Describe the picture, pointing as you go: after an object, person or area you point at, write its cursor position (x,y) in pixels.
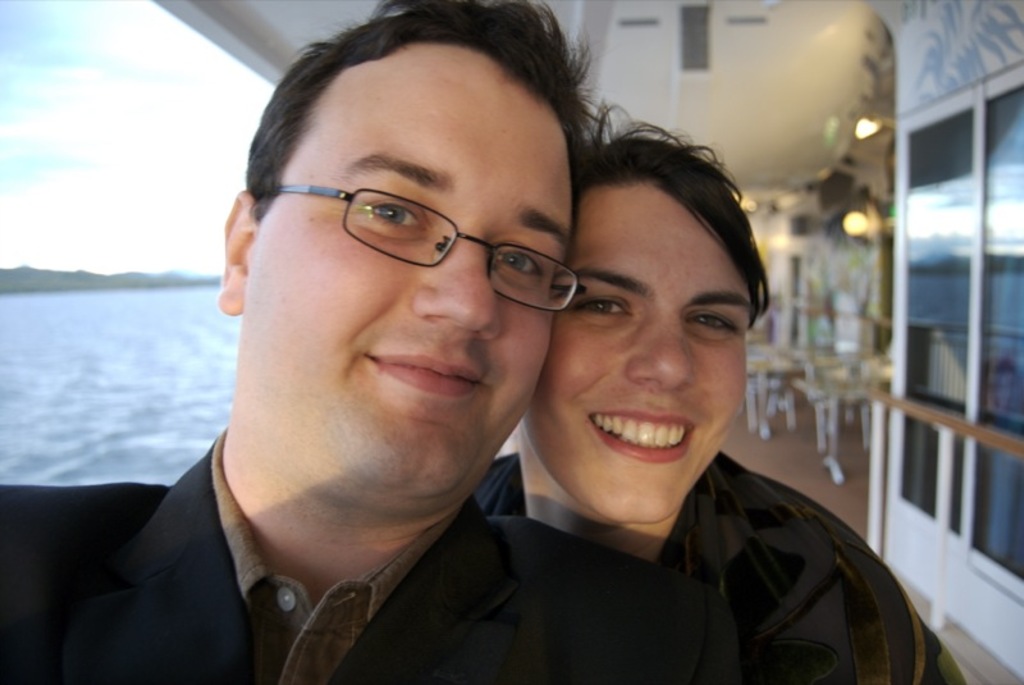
In this image we can see two persons (467,482). One person (372,343) is wearing specs (361,240). On the right side (945,235) there are glass walls (945,288). In the background (831,343) it is blur. And we can see lights (748,203). On the left side (74,336) there is water (87,331) and sky (93,169).
